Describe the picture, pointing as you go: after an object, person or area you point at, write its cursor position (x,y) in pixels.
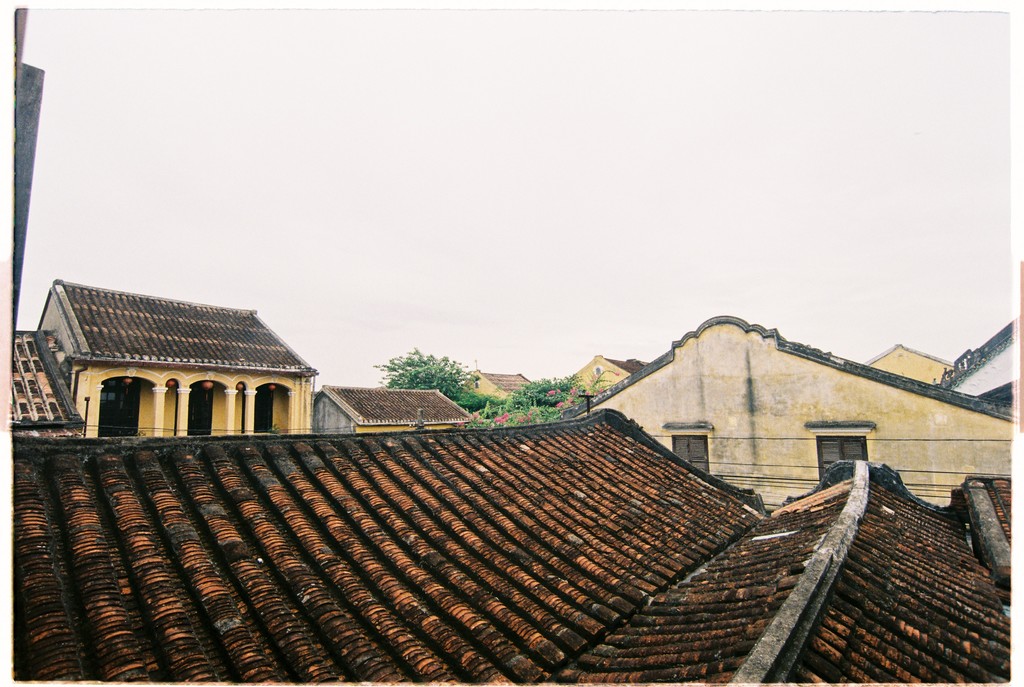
This is the picture of the view of a place where we have some houses (467,471) to which there are some brown and maroon color roofs (381,488), there are some windows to the houses (295,442).
